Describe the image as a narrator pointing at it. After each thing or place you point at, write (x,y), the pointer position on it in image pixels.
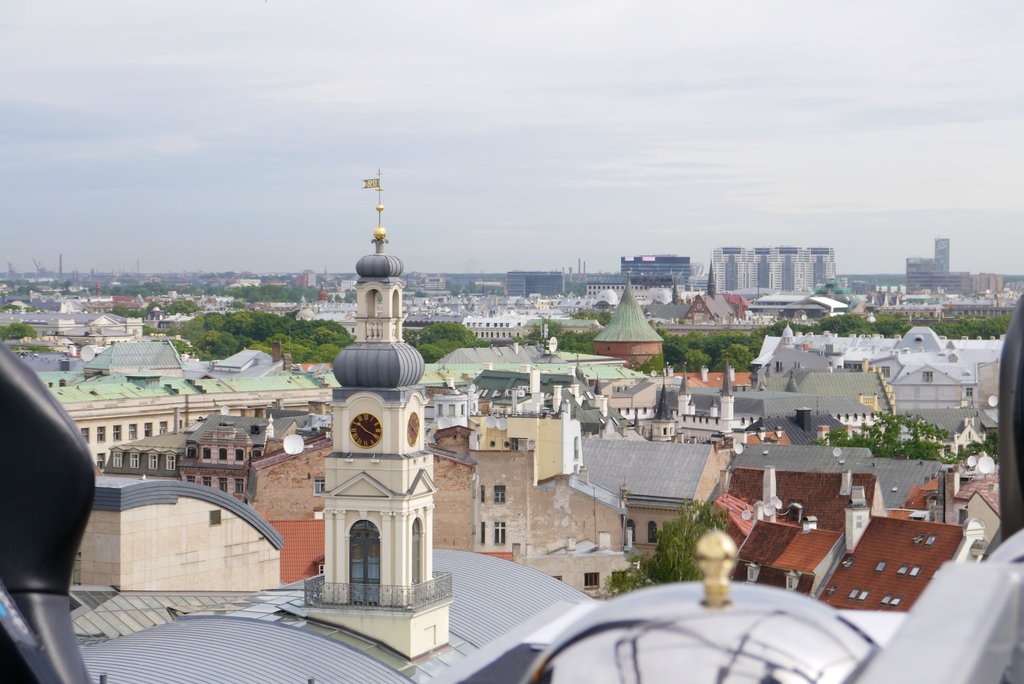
In this I can see there are buildings (481,442) and trees (350,341) in the middle (449,353), at the top (611,54) it is the sky (611,54).
